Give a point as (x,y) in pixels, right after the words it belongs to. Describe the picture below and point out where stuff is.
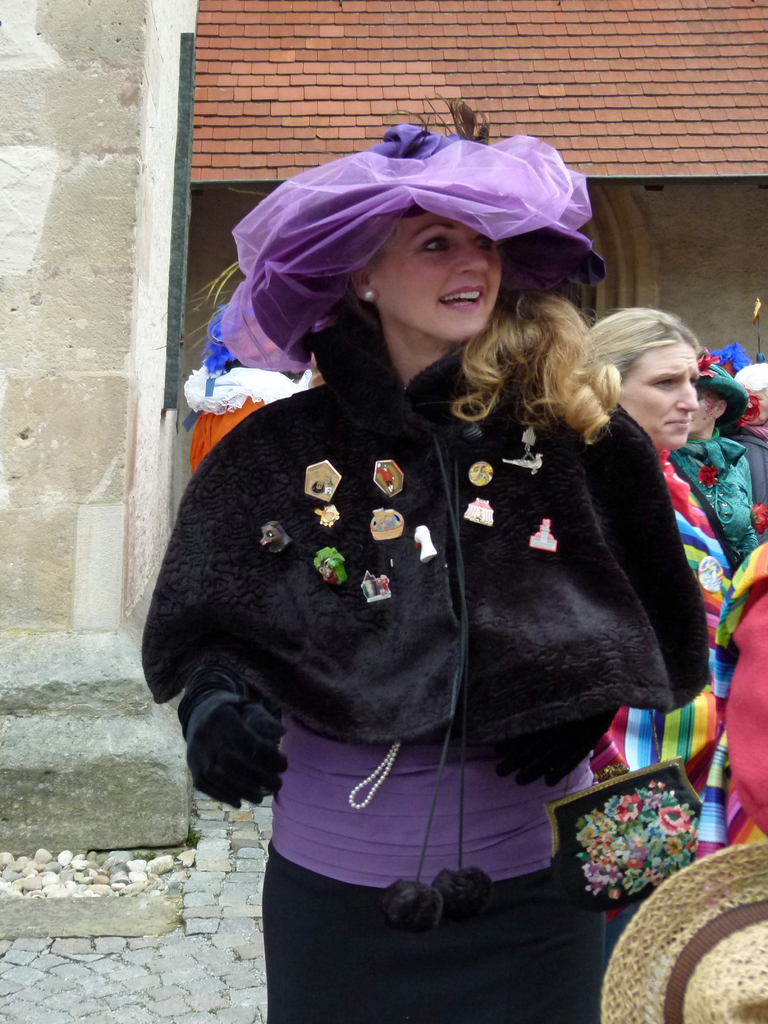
In this image there are group of people (375,627) standing, and some of them are wearing some costumes (568,596) and hats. In the bottom right hand corner (681,894) there is one hat (651,943), and in the background (324,108) there is a house (726,105), wall (69,783). At the bottom (211,959) there is a walkway (237,923) and some small stones (107,888).
